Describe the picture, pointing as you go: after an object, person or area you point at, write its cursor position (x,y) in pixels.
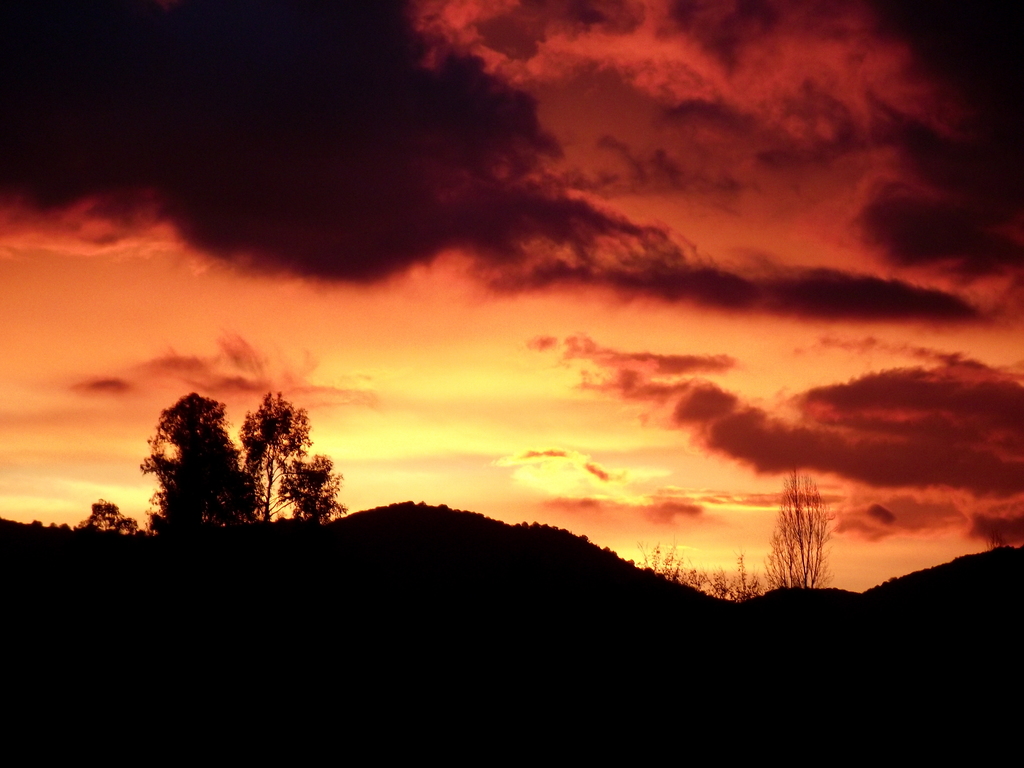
In this image we can see sky (528,394) with clouds (285,210), trees (218,469) and hills (360,600).
